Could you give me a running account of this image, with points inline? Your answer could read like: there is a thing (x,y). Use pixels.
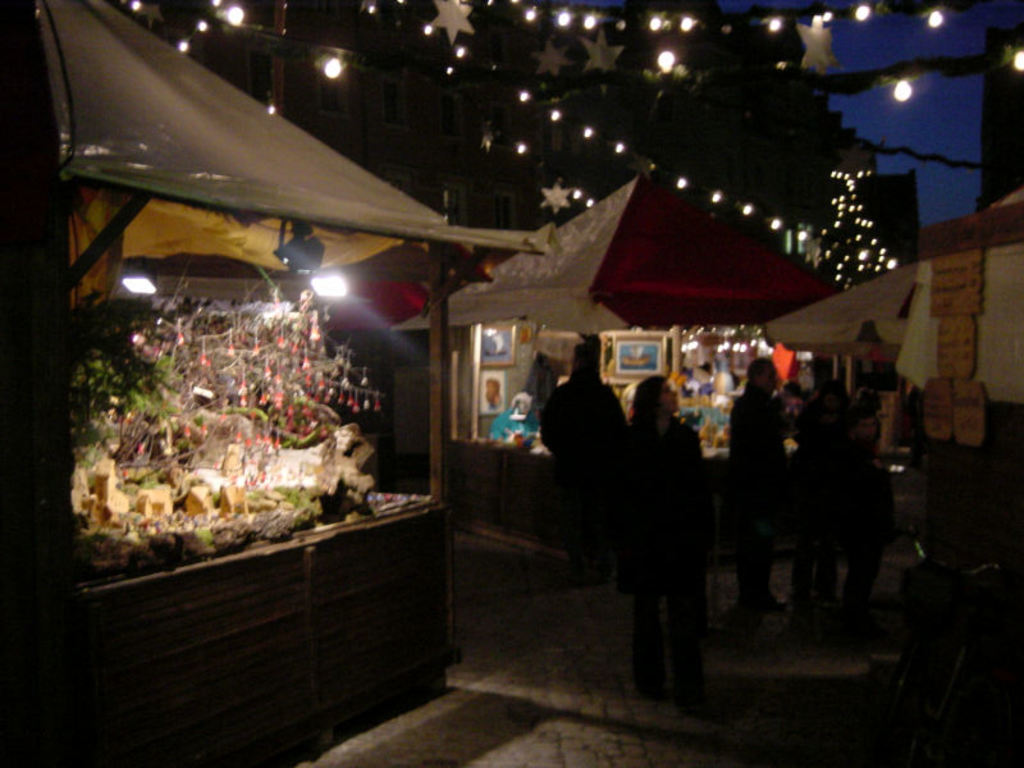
At the top (231,6) there are lights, on the right side (766,531) few people (663,549) are standing.
